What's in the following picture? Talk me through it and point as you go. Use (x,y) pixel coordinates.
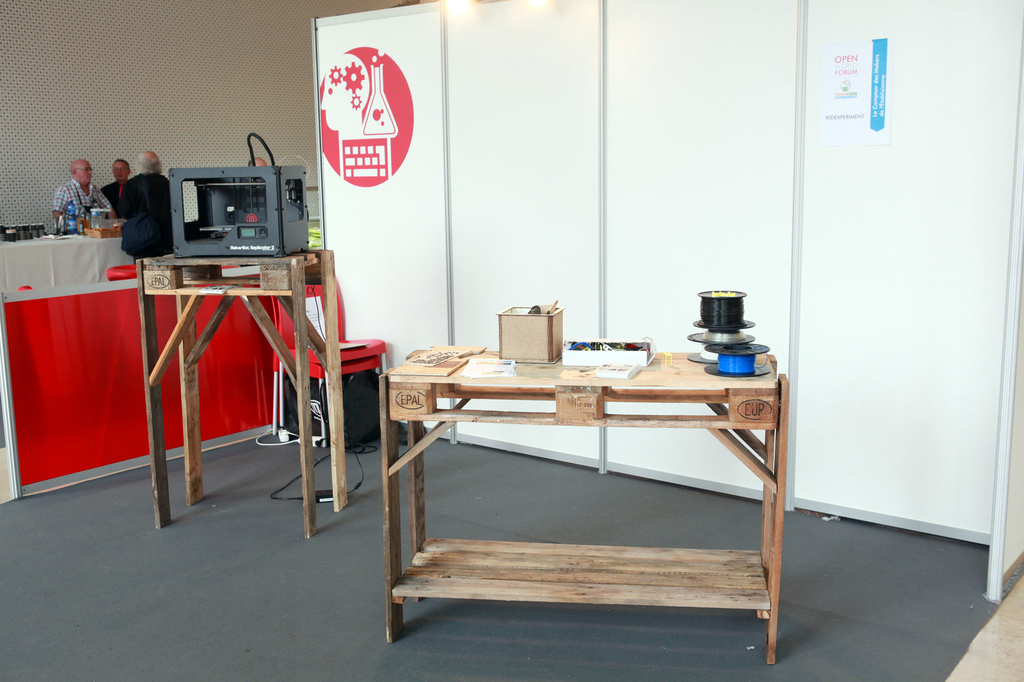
There is a wooden table (533,367). On that there are boxes (641,349) and some other items (713,325). There is another wooden table (291,267). On that there is an electronic device (205,213). In the back (475,144) there is a white wall (552,166). On that there is an image (397,136). In the background (144,194) there are some people (128,187) standing. Near to them there is a table (21,246). On that some things (60,224) are there. Also there is a wall (148,94) in the background (121,116).
